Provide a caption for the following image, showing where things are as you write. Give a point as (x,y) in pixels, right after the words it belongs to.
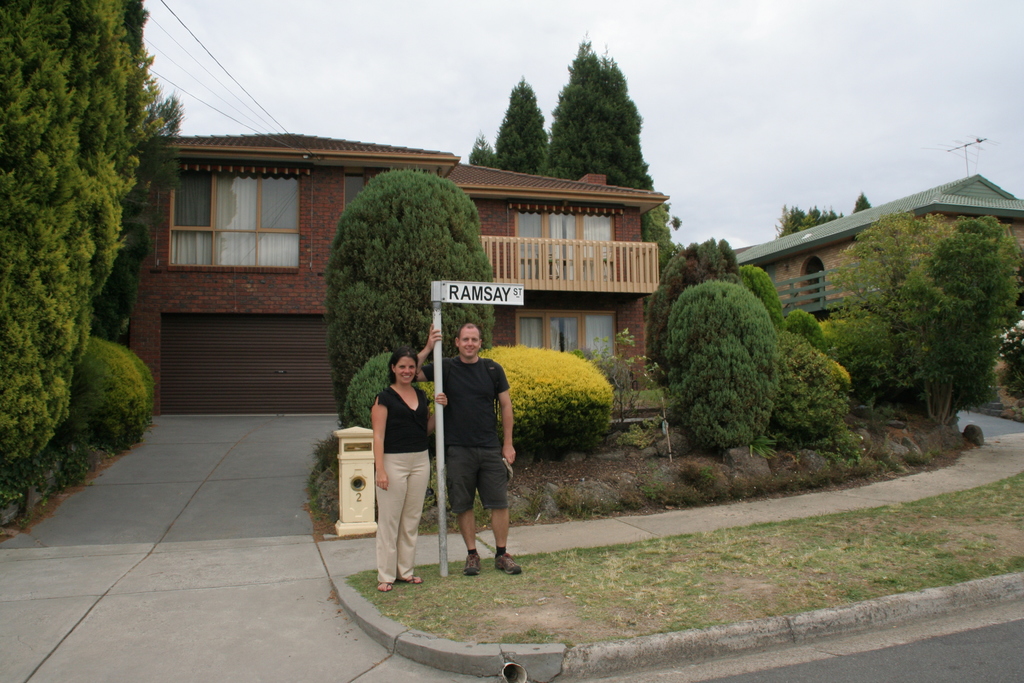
In the foreground of the picture (464,675) there are road (952,675), pavement (240,641), pole (439,327), board (453,290), letterbox (356,472), grass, woman (426,458) and a man (486,362). In the center of the picture (524,403) there are trees (504,151), plants (571,351), houses (597,261) and cables (223,80). At the top (619,23) it is sky (725,34), sky (785,93) is cloudy.
